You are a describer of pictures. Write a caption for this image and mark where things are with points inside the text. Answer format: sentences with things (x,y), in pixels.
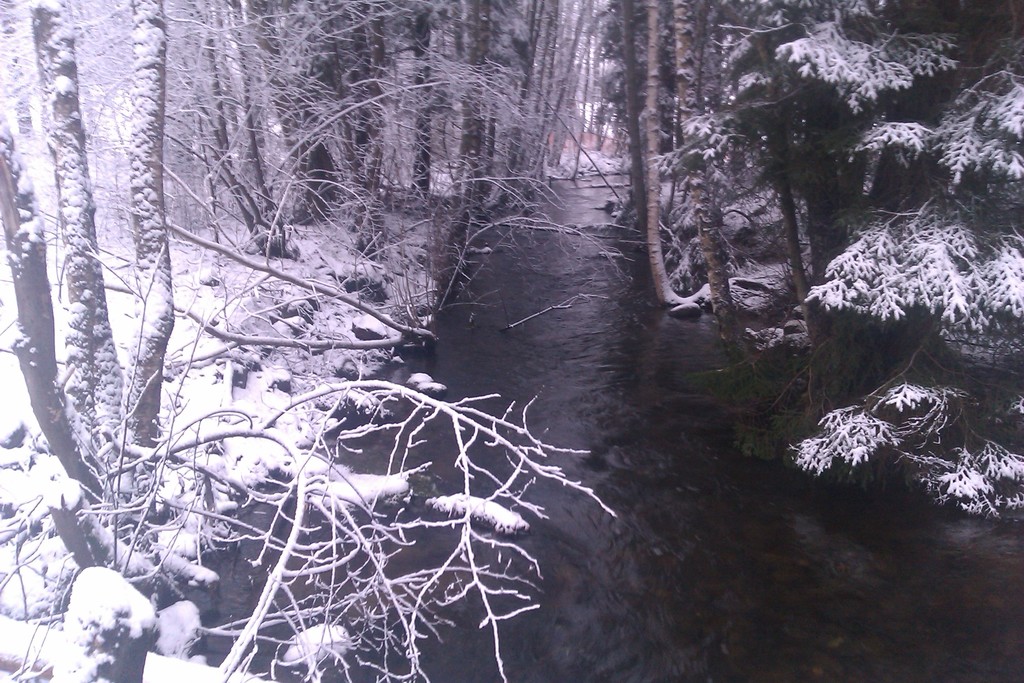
In this image there is a river (571,362) in the middle of this image (553,407), and there are some trees (641,225) in the background (751,155).
